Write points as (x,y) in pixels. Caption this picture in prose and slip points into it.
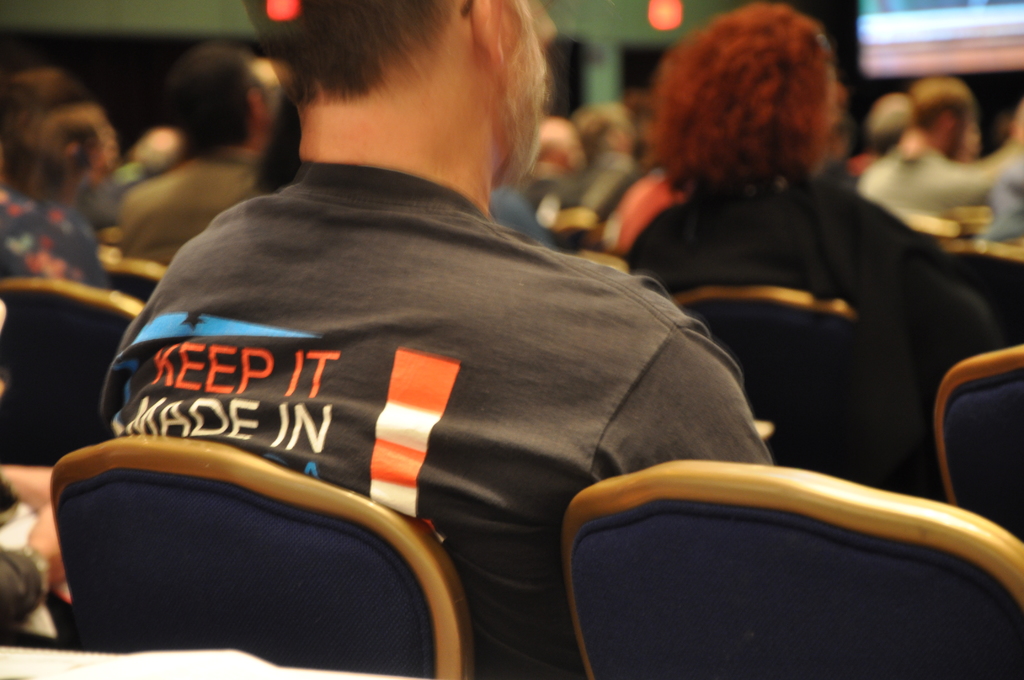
In this picture we can see all the persons (61,184) sitting on chairs (661,536). This is a wall (589,52) and door (569,73). On the background (935,66) we can see a partial part of a screen (967,50) and it seems like a light (653,27).
